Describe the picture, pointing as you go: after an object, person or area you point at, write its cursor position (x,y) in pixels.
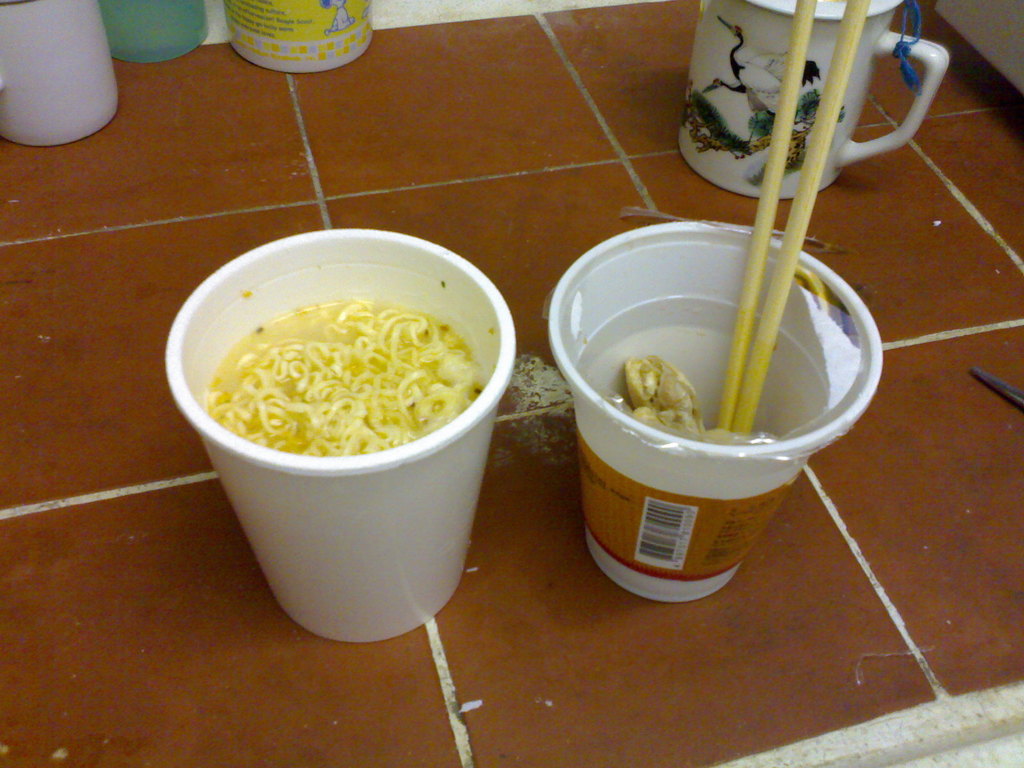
In the image there is a cup (311,480) of noodles (380,395) and beside it there is cup (666,438) with chopsticks (768,222) in it, it on the floor (892,218).
